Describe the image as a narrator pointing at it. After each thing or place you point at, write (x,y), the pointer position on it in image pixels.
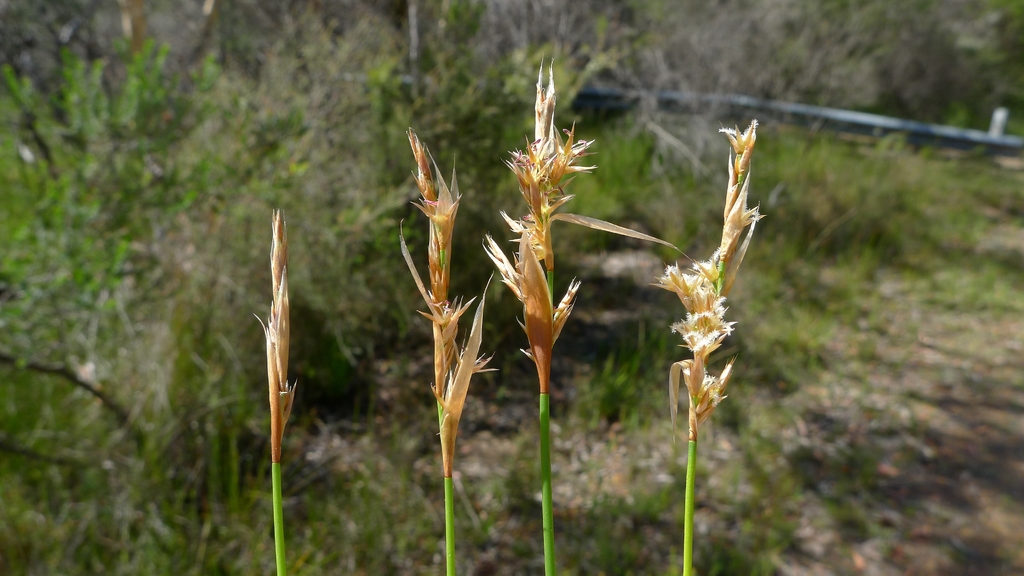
Here we can see grass (438,386). In the background (350,385) there are plants (257,31) and a pipe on the ground (946,394).
